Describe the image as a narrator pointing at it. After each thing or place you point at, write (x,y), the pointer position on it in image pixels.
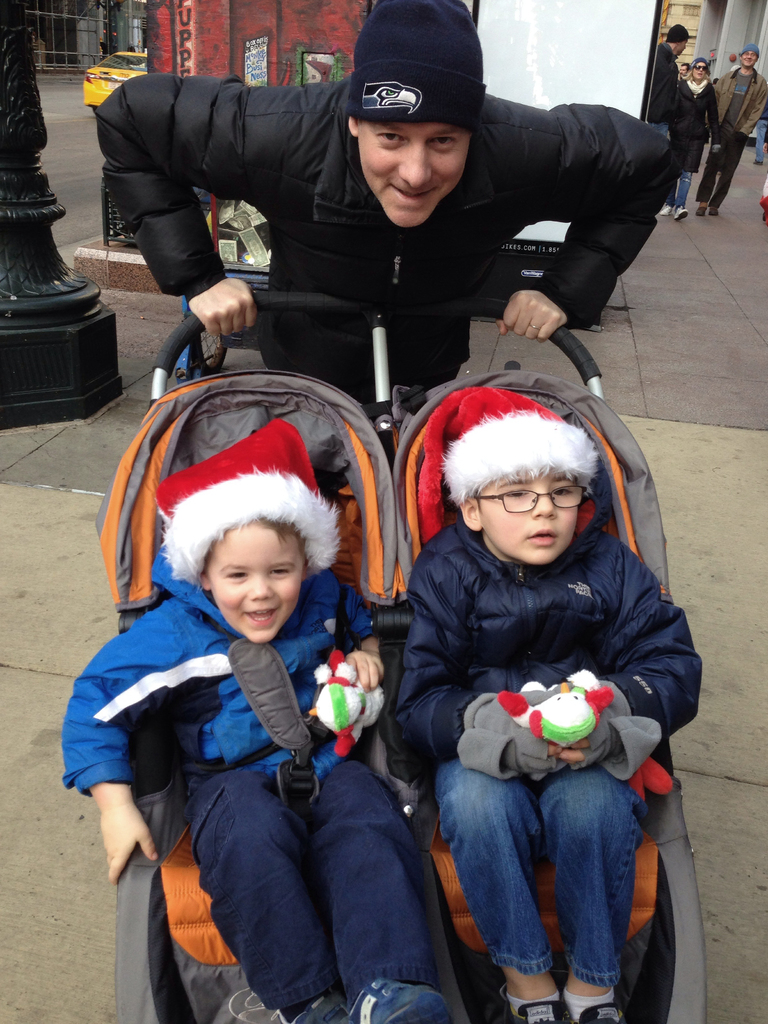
In this image in front (447,666) there are persons (396,256). In the background (18,84) there is a pillar (43,175) which is black in colour and there is a wall (538,43) which is white in colour and there are persons (708,101) standing. In the front (353,604) there are kids (472,683) sitting on a trolley (267,695) and there is a man (381,269) holding a trolley (398,306) and standing and smiling and in the background (113,72) there is a car (126,71) which is yellow in colour which is on the left side (119,84) and there is an object (270,31) which is red in colour.
